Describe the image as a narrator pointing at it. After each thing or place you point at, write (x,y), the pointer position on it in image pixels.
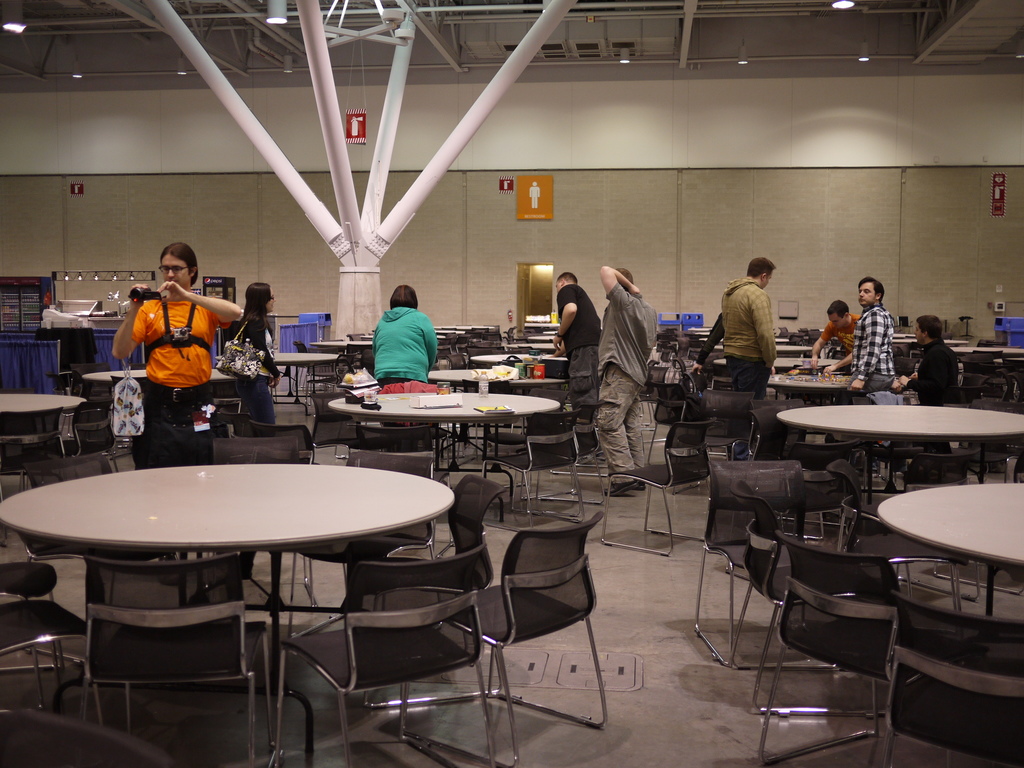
In this picture there is a man (191,318) holding camera (145,299) in his hand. There is a woman (252,389) standing and wearing a black handbag (259,362). There are few other people (744,315) who are standing to the right (746,376). There is a sign board (541,200) on the wall (535,246). There are some lights (275,18) on the top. There is a table (207,519) and chairs (81,549). There is a book (490,408), bottle (482,379), cup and other objects (433,400) on the table (473,398). There is a blue dustbin (1009,337) to the right side (998,331).
